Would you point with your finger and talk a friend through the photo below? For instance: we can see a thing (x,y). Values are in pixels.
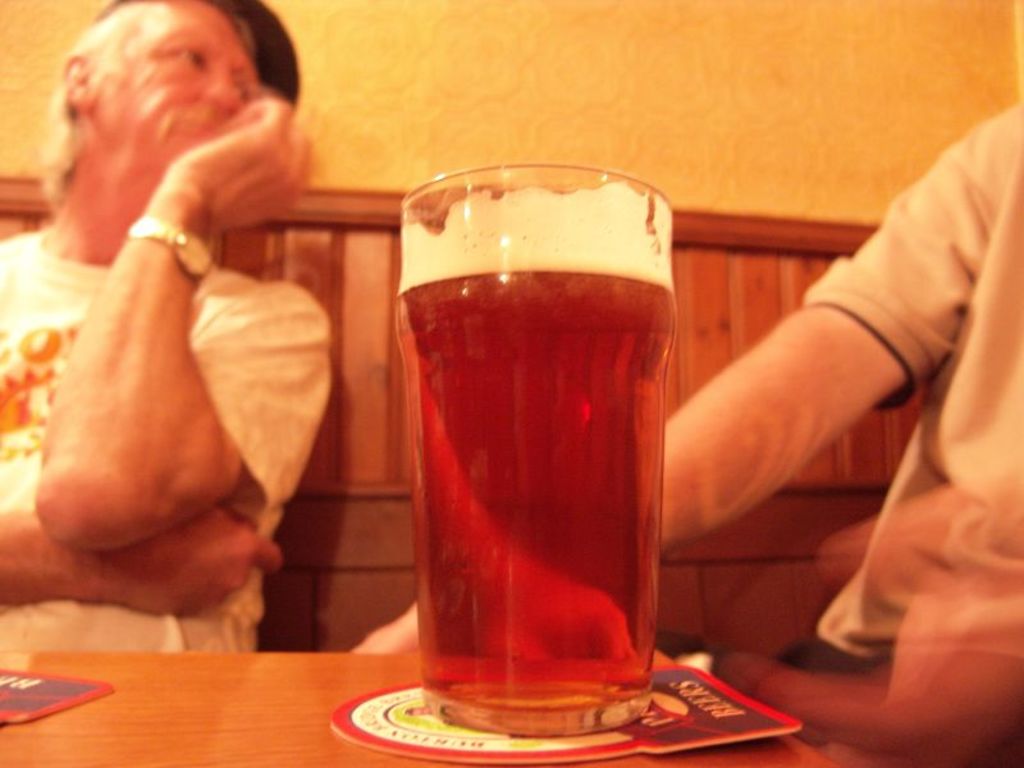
In this picture we can see two persons (225,527) sitting. At the bottom of the image (502,522), there are two objects (42,685) and a glass (496,721) on the wooden surface (204,734). Behind the two persons (83,334), there is a wall (453,73) and a wooden object (822,462).
